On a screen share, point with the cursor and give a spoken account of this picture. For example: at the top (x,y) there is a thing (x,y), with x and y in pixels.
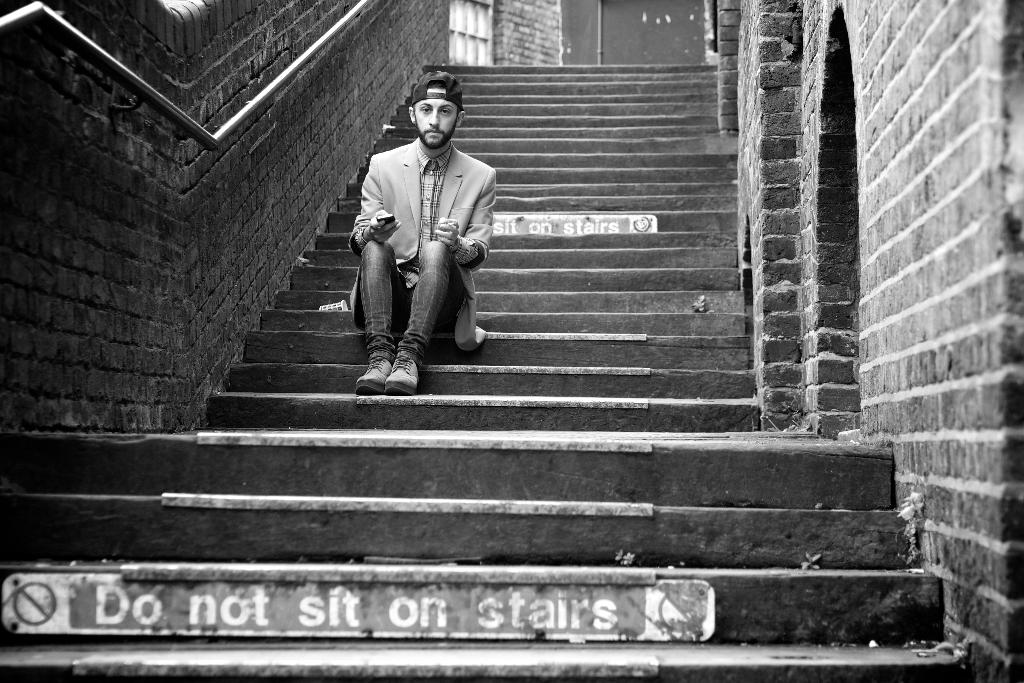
This is a black and white image, in this image in the center (477,344) there is one person (438,236) who is sitting on stairs (526,333). In the center (563,378) there are some stairs (659,167), and on the right side (926,154) and left side (338,180) there is wall (335,81).
